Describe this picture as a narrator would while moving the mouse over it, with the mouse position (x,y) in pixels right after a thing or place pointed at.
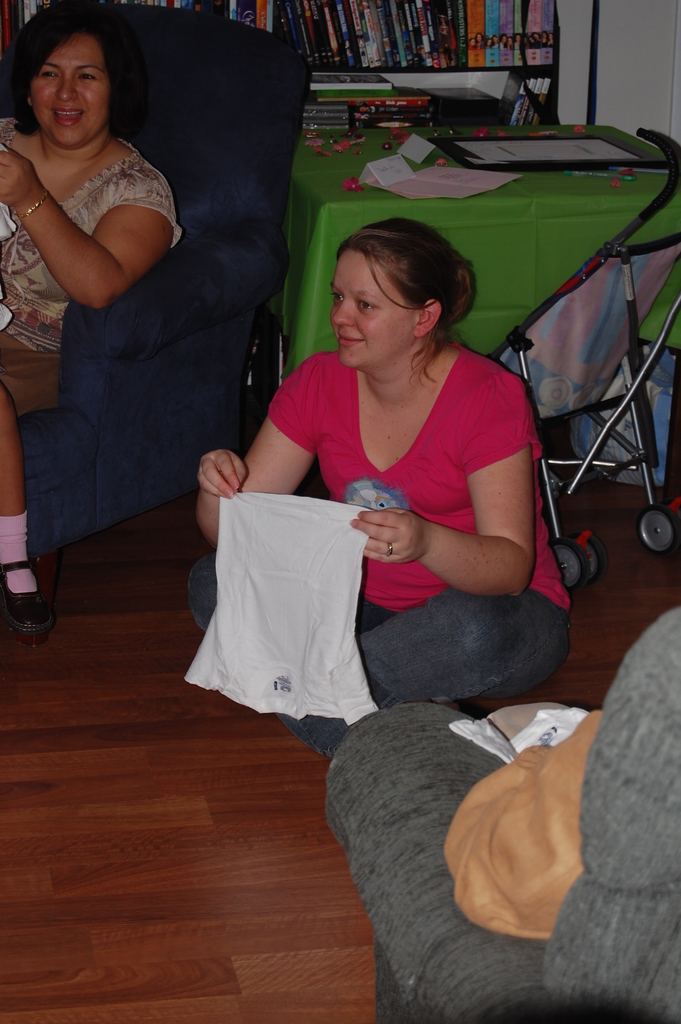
This picture might be taken inside the room (581,674). In this image, on the right side (656,685) corner, we can see a couch (633,822). On that couch (680,781) there are some bags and covers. In the middle of the image (405,534), we can see a woman (449,466) sitting on the floor (625,591) and she is also holding a shirt (300,586) in her hands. On the left side (3,287), we can see a woman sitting on the couch (153,343). In the background (453,229), we can see a table (561,220), on that table (618,176) there is a cloth (581,178) which is in green color, papers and a frame (539,147), we can also see some books (349,115) on the shelf (378,124).
